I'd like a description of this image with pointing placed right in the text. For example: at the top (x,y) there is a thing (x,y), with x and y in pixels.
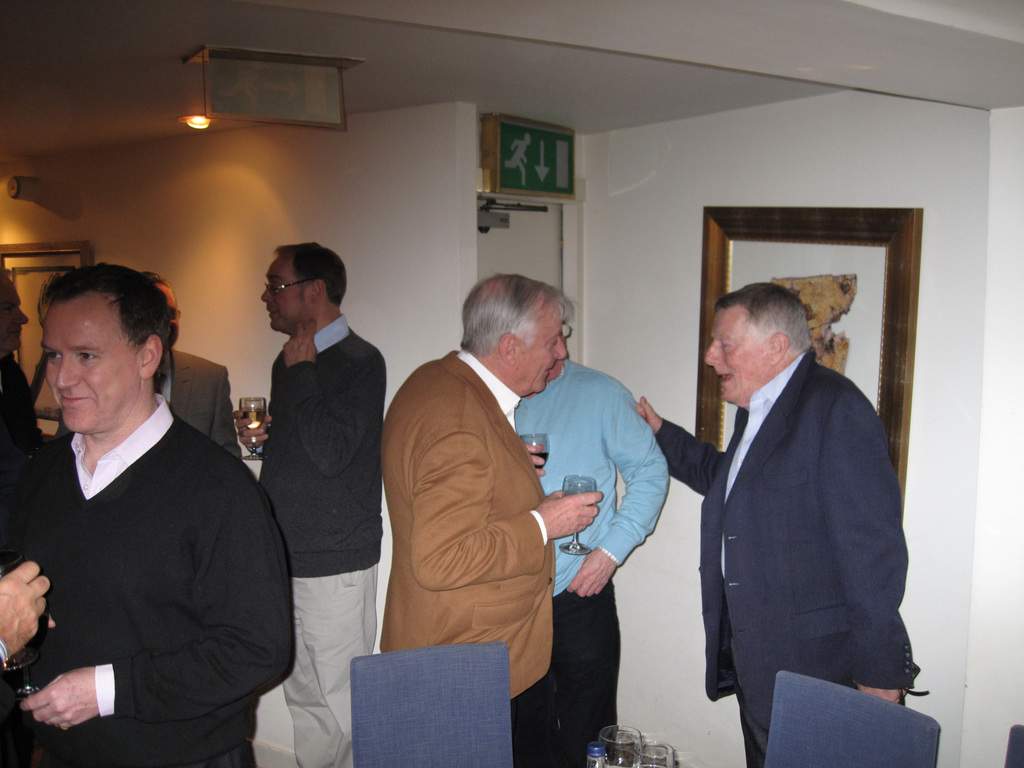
In the picture we can see few men (607,706) are standing and talking to each other and behind them, we can see a wall (646,720) with photo frame (813,293) and exit door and to the ceiling (28,83) we can see a light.
